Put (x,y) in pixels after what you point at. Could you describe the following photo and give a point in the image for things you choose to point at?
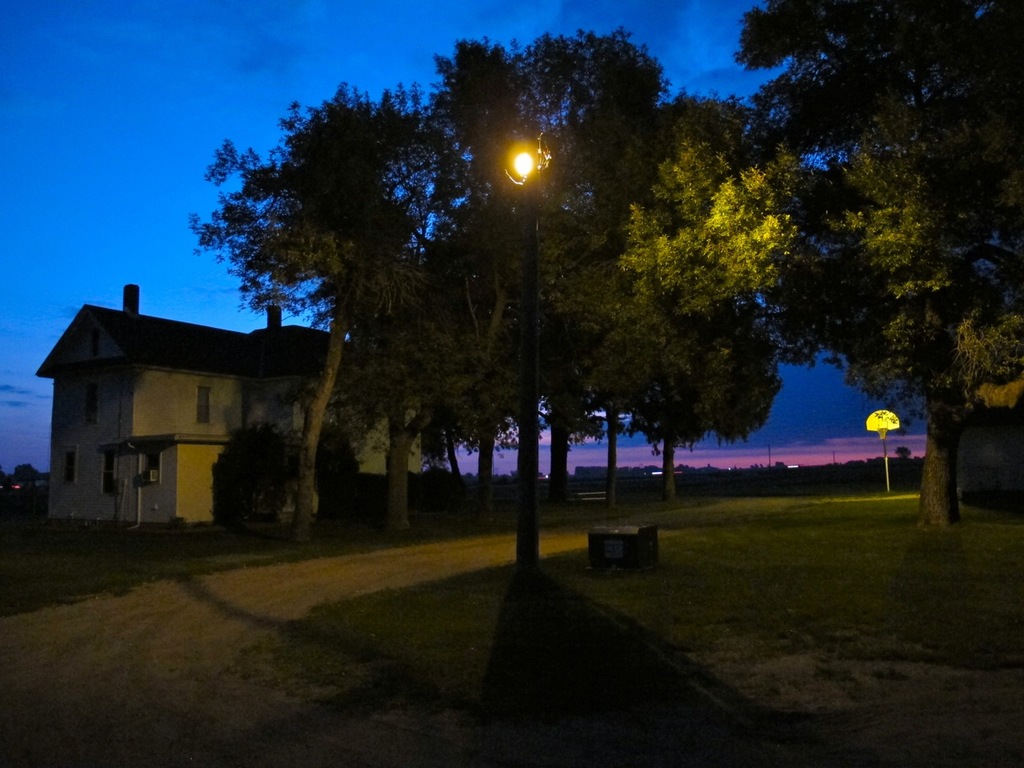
Here we can see trees (909,233), poles (535,227), plants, grass (803,587), light (524,159), and houses (135,484). In the background (309,39) there is sky (730,42).
